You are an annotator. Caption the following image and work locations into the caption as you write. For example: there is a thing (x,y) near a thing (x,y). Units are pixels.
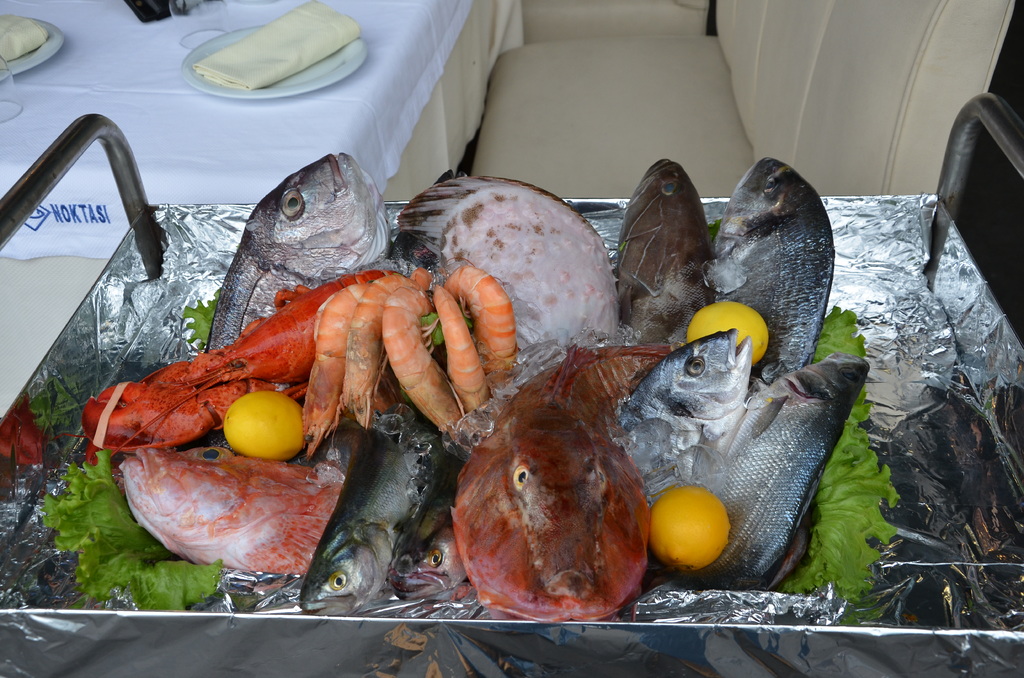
Here we can see sea food (790,187) on a platform (21,557). This is a sofa (602,143) and there is a table (260,135). On the table (349,139) there is a cloth (406,111), plates (22,64), clothes (36,35), and glasses (185,41).
